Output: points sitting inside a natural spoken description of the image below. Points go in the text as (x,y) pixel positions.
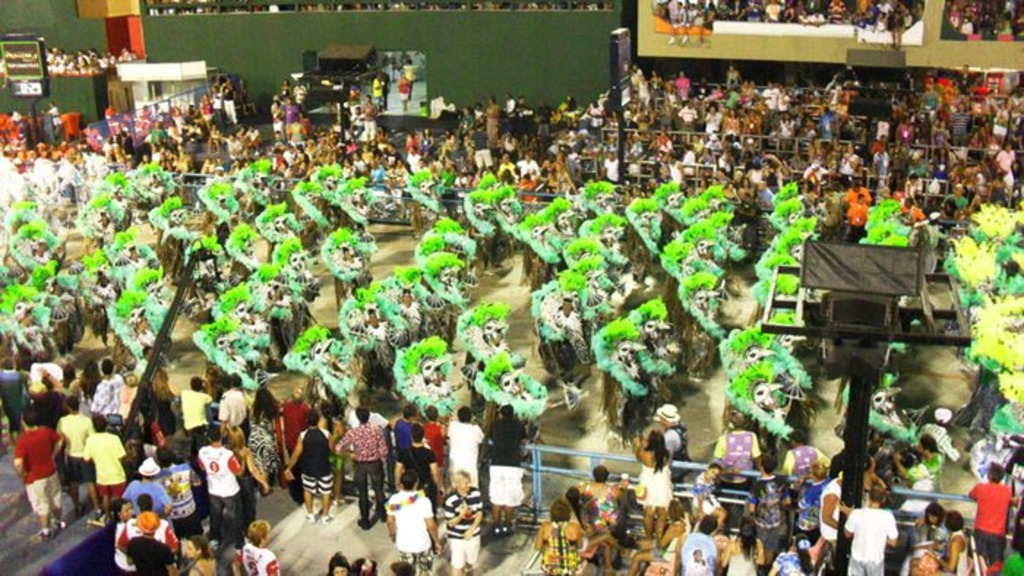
In the middle of the image (660,226) we can see people (563,281) wore costumes (300,291). Here we can see a fence (569,450), poles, boards (19,78), wall (537,75), people (494,102), and objects (856,340).
